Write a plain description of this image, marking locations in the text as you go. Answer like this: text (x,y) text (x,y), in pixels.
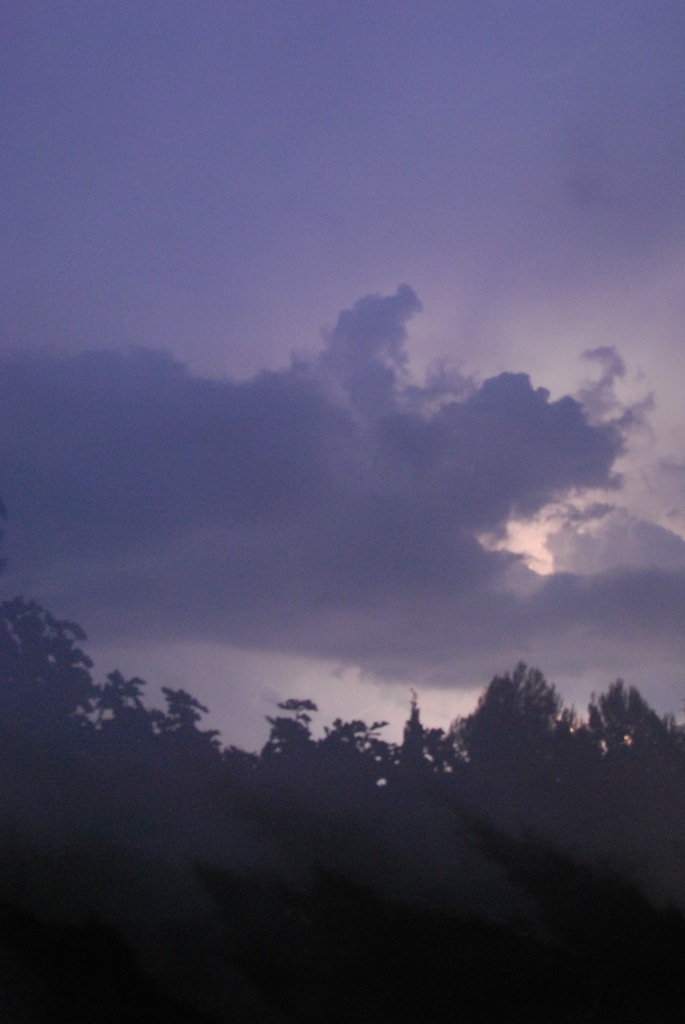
In this picture I can see some trees (297,752) and cloudy sky (273,600).
